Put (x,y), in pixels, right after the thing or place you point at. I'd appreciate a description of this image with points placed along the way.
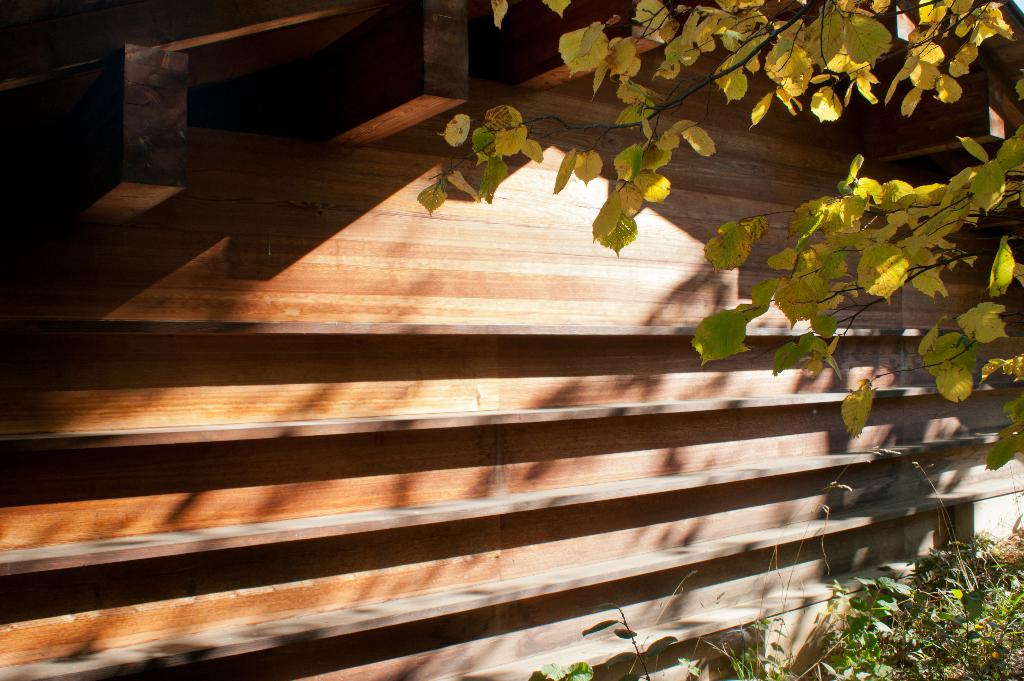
In the picture we can see some plants (828,657), leaves (906,67) of a tree (629,206) and we can see wooden wall (144,361).
